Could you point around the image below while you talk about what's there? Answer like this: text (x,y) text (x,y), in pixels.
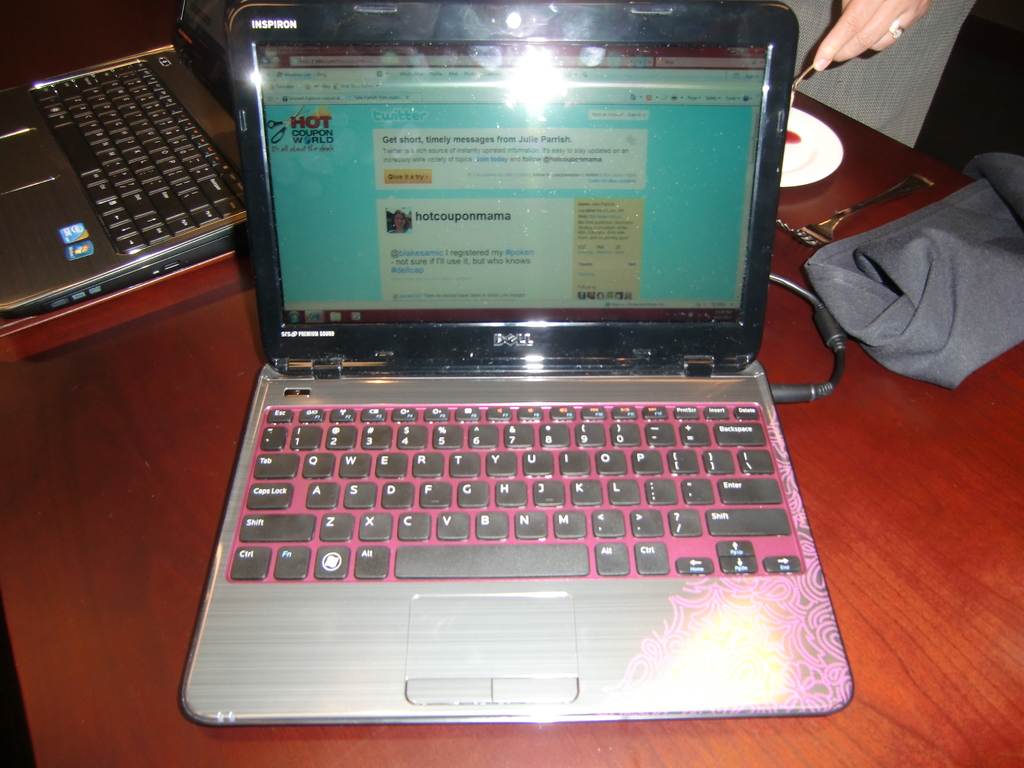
At the bottom of the image (244,761) there is a table (77,377), on the table (805,250) there are some laptops (761,450) and fork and cloth (891,332) and saucer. Behind the table (244,761) there is a hand (818,57), in the hand (843,43) there is a spoon (806,71).
